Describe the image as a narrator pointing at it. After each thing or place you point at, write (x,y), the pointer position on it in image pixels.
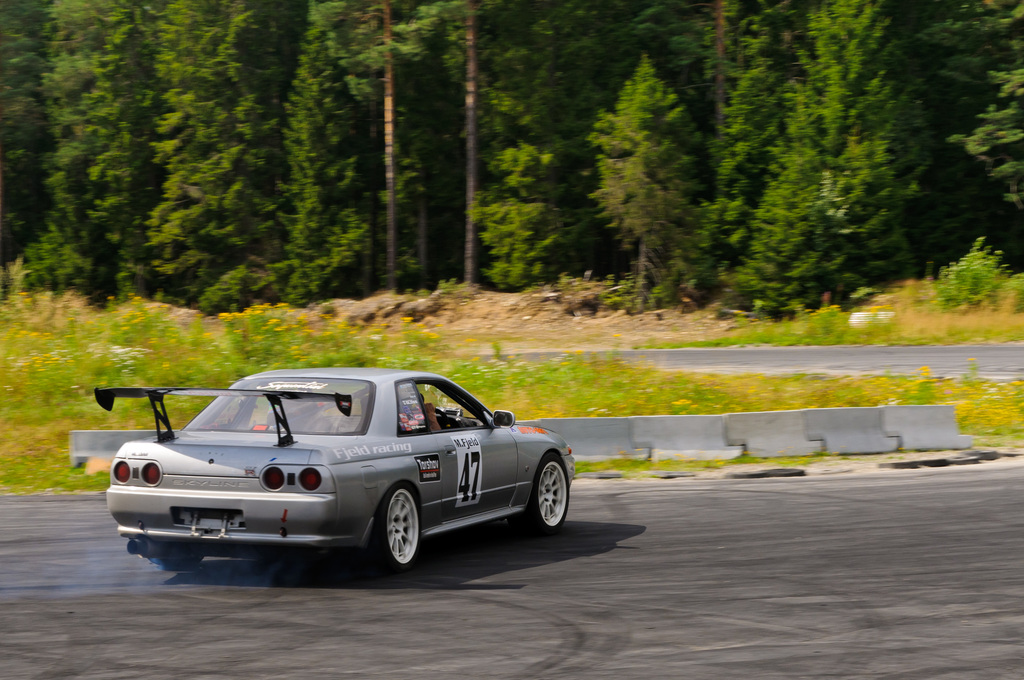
In this image we can see a car (384,501) moving on the road (438,567), plants (468,360), grass (468,360) and trees (350,190).
